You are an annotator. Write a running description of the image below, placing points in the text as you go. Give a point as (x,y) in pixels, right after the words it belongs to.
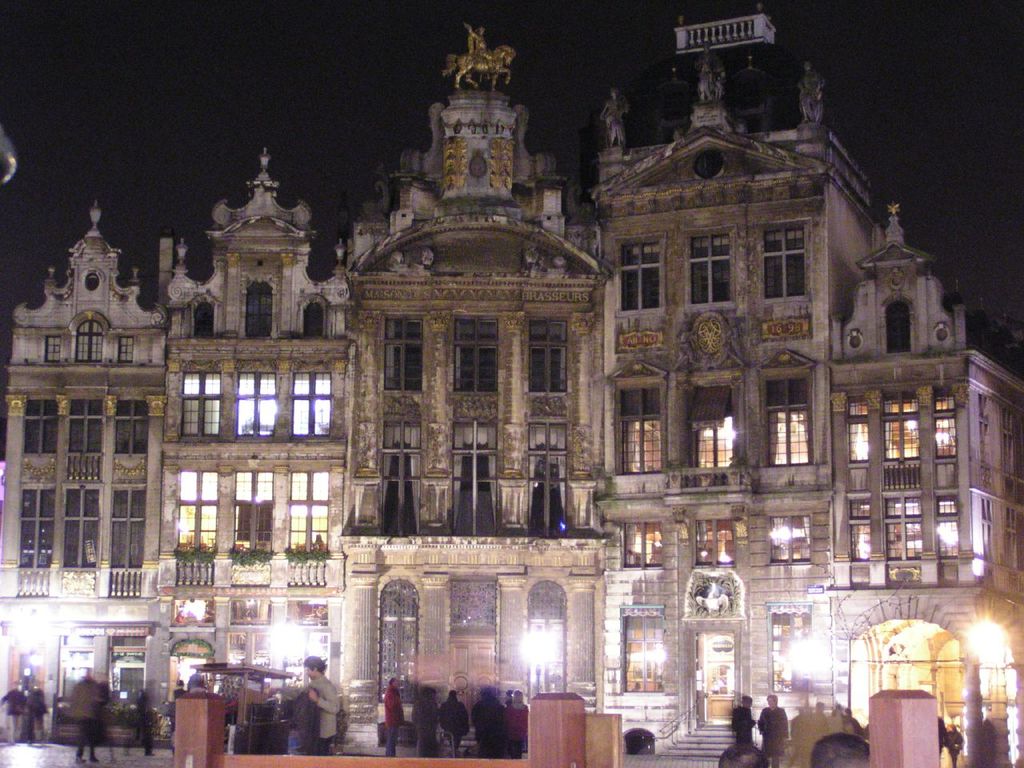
In this image we can see a building (587,701) and windows (394,365). In-front of this building (563,481) there are people (515,705).
